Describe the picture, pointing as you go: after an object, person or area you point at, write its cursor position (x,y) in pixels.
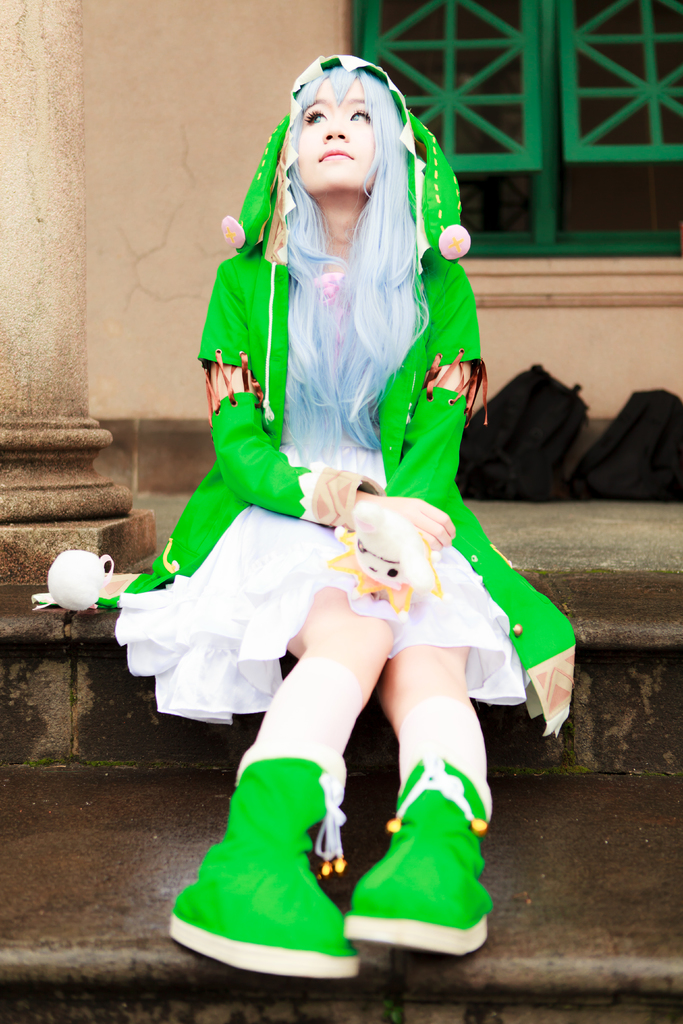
In this image I can see a girl (406,444) wearing a green color dress (453,306) sit on the floor (102,811) and in the background (134,159) I can see the wall (324,13) and green color window (588,106), in front of the window (587,94) I can see a black color bags (624,442) kept on the floor (602,567).
